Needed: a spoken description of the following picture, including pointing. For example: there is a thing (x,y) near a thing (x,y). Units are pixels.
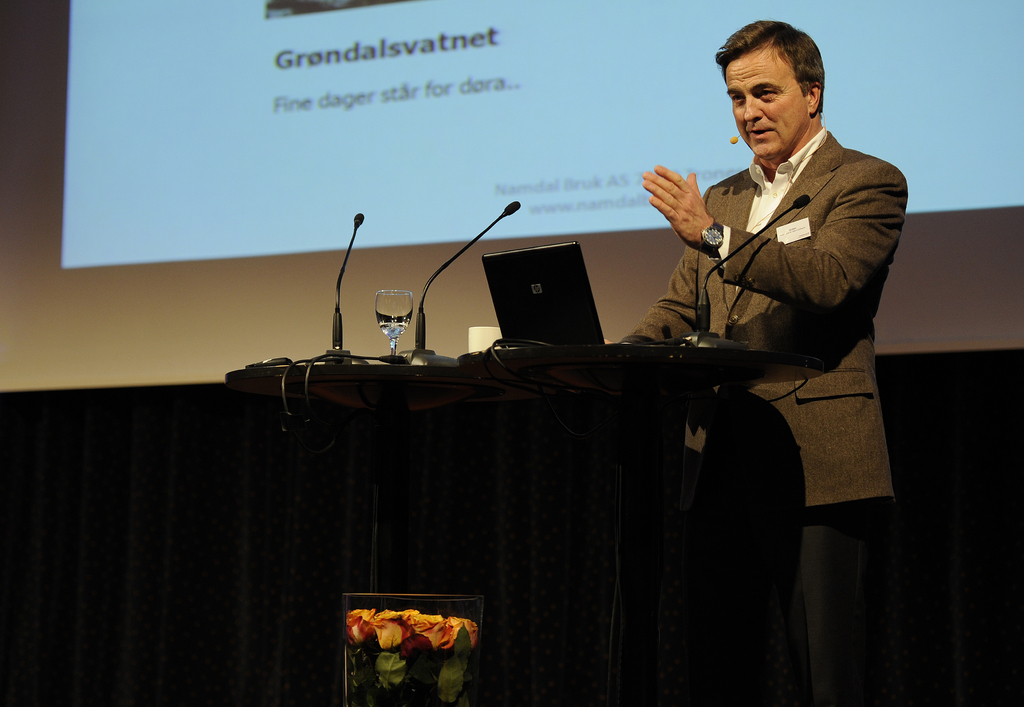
In this image I can see a person (788,40) standing and wearing a brown color blazer (804,329), in front (577,320) I can see few microphone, a laptop (585,303) on the podium (622,382). Background (578,174) I can see a projector screen (191,203).
